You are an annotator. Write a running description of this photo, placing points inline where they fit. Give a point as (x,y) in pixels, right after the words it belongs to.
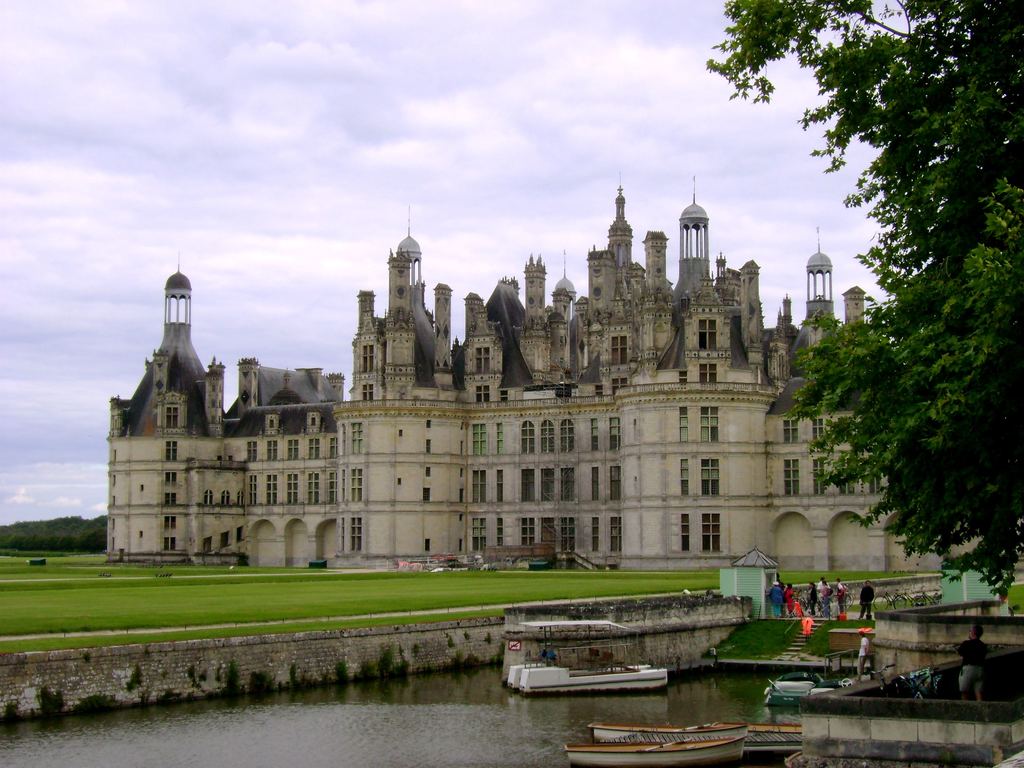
In this image we can see a building (548,429). There are many trees (997,355) in the image. There is a cloudy sky (453,149) in the image. There are few water crafts (663,747) in the image. There are many people (866,591) in the image. There is a grassy land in the image.
